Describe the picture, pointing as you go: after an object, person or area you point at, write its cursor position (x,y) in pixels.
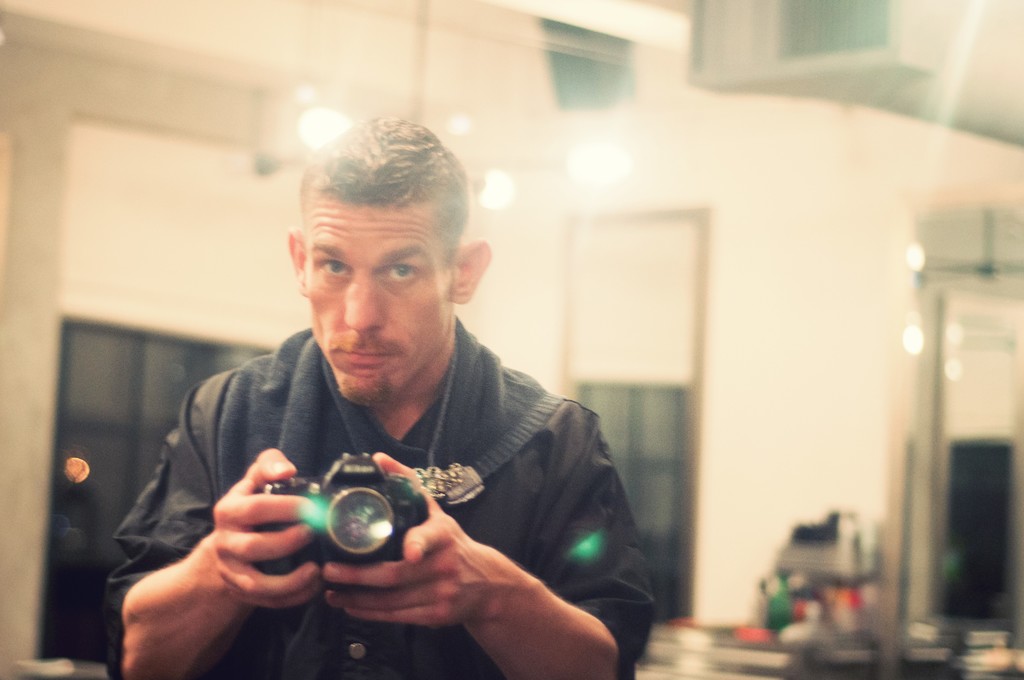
In this picture there is a man (566,398), he is wearing a black shirt (548,472) and holding a camera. In the background (543,217) there is a window (629,409) to a wall (741,237).
